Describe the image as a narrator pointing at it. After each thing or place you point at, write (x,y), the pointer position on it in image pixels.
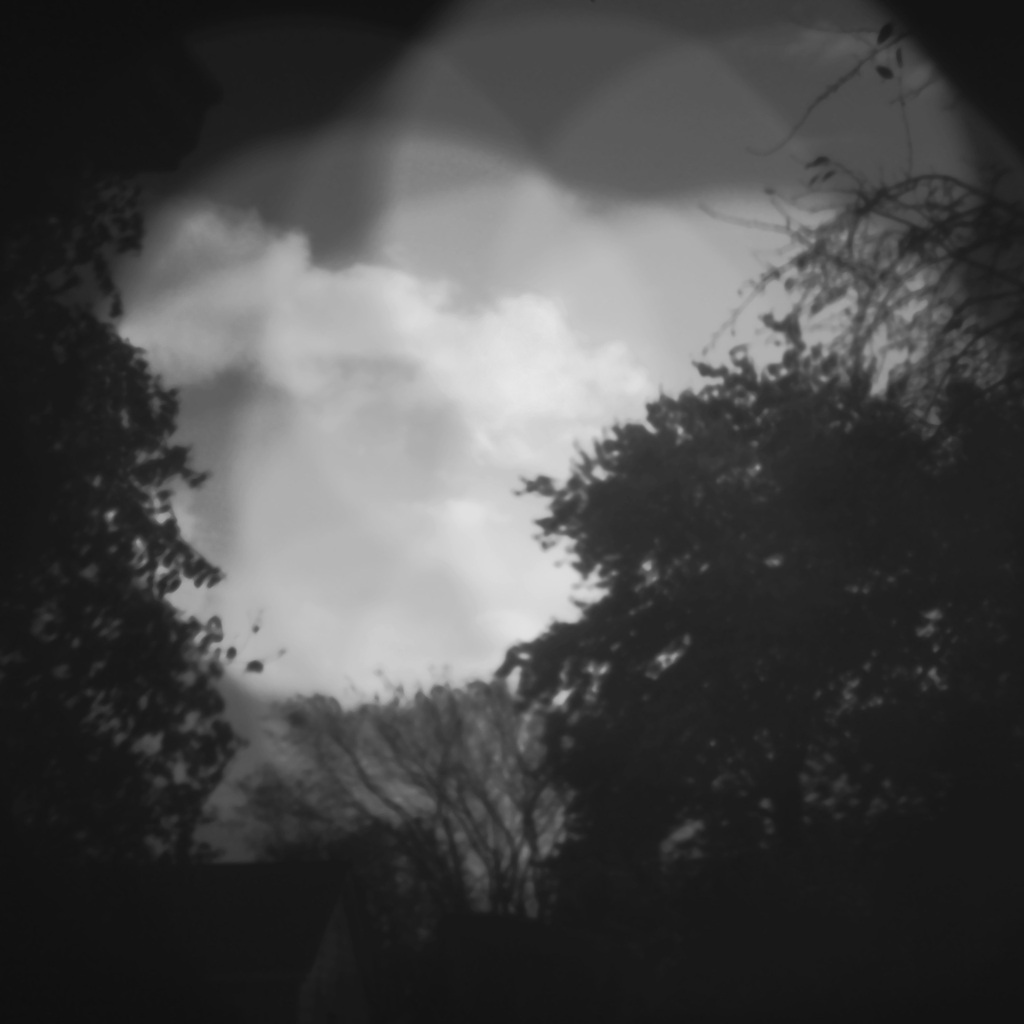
This is a black and white image. In the image there are trees (534,795) and also there is sky (441,359) with clouds (428,320).
